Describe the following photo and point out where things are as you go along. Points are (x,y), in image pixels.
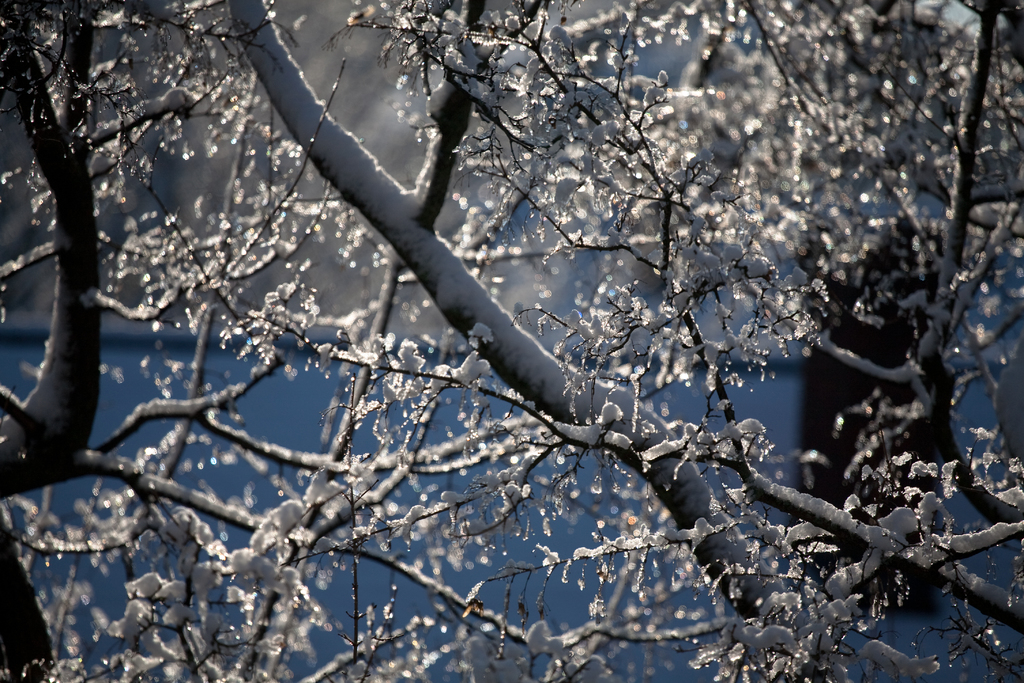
In this image, we can see trees (210,300) covered with ice (394,521).
